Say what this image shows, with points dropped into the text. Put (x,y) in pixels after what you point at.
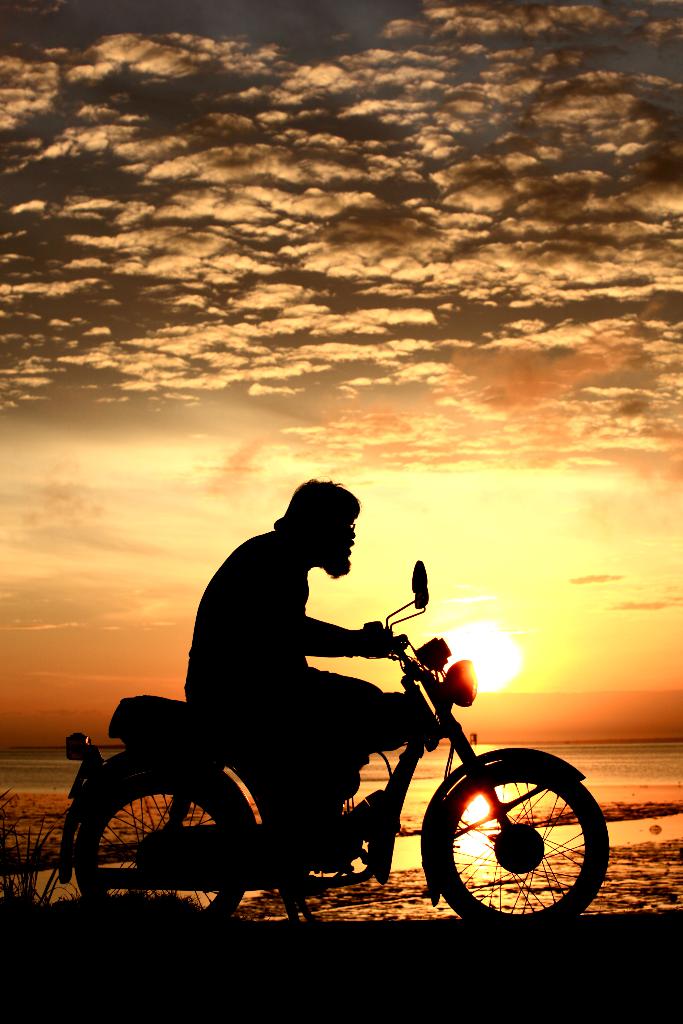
In the image there is a guy (320,738) on a bike (290,803), above its sky (278,292) with clouds (404,317) and at background (603,754) there is sea (595,754) and the sun (516,656) is setting off.
